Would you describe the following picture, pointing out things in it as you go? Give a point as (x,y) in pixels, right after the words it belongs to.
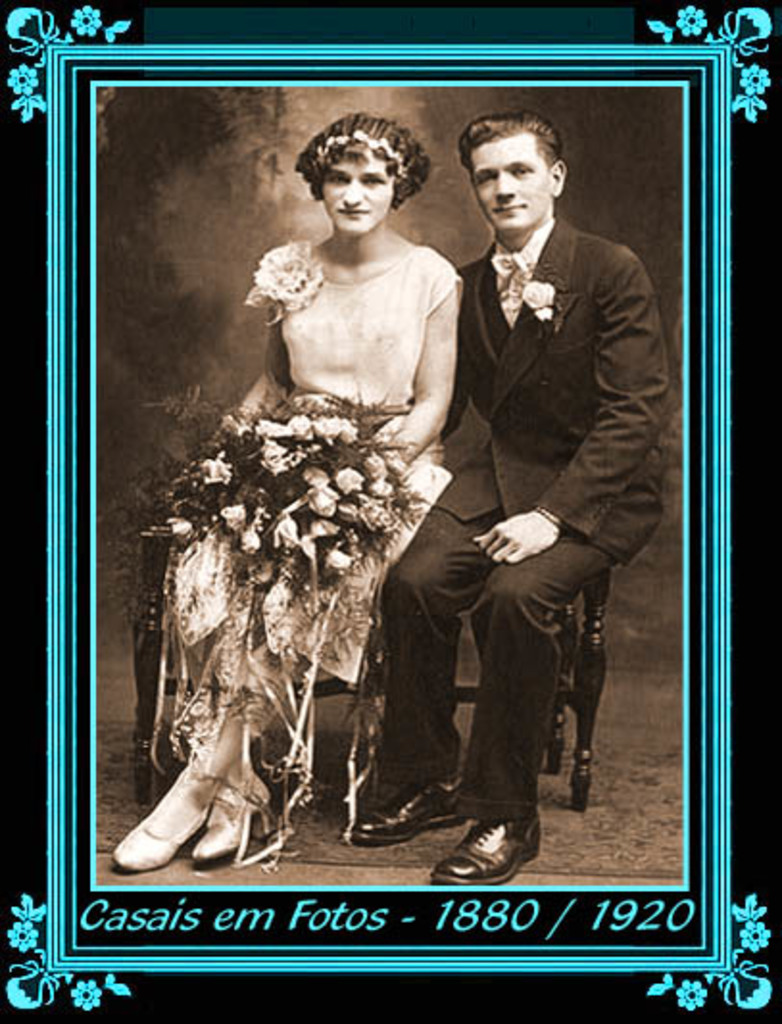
This picture contains the photo frame (291,212) of the man (465,334) and the woman (217,705). The man (529,555) in the black blazer (478,465) and the woman (362,353) in the white dress (360,344) are sitting on the chairs (335,684). Both of them are smiling. The woman (435,482) is holding a flower bouquet (310,531) in her hands (383,438). In the background (266,3), it is black in color. At the bottom of the photo frame (401,924), we see some text (343,931) written.
